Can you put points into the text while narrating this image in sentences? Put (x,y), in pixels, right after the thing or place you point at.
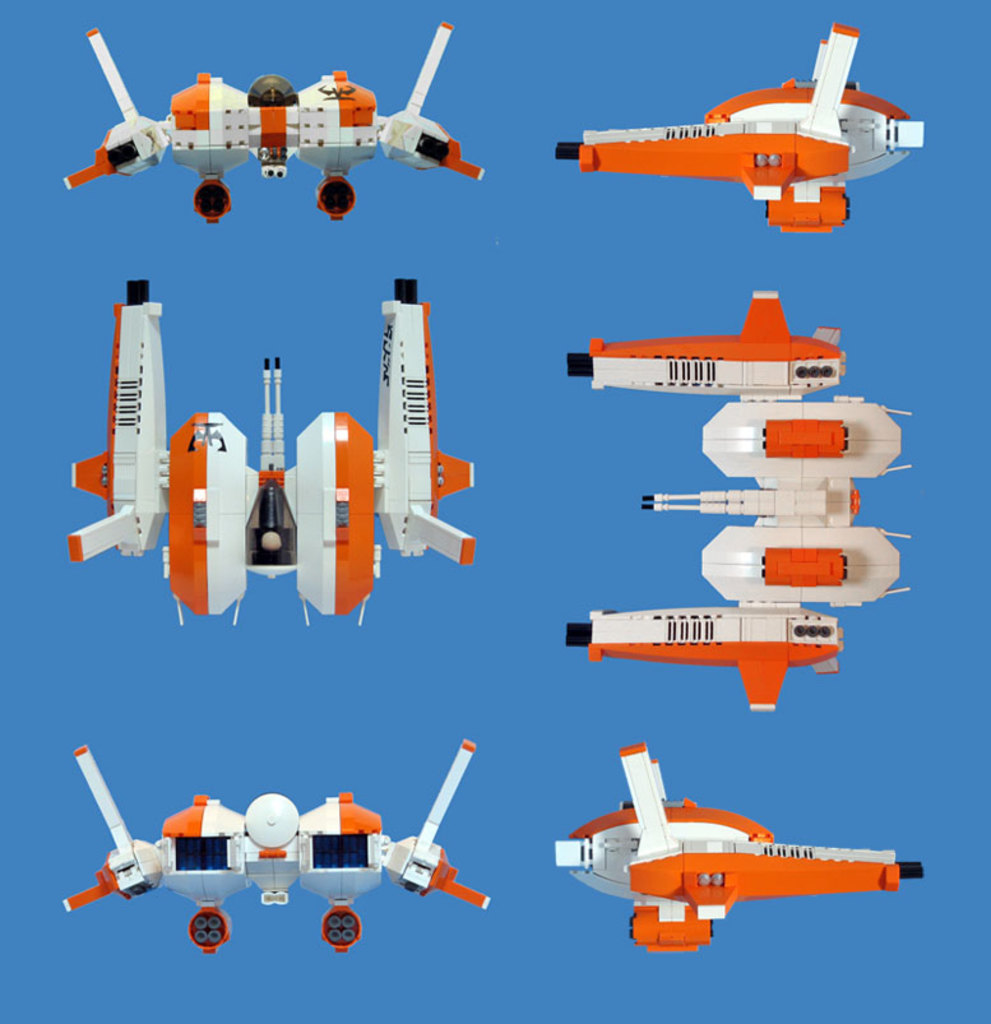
In this image there are gadgets (751,319), in the background (666,181) it is in blue color.
